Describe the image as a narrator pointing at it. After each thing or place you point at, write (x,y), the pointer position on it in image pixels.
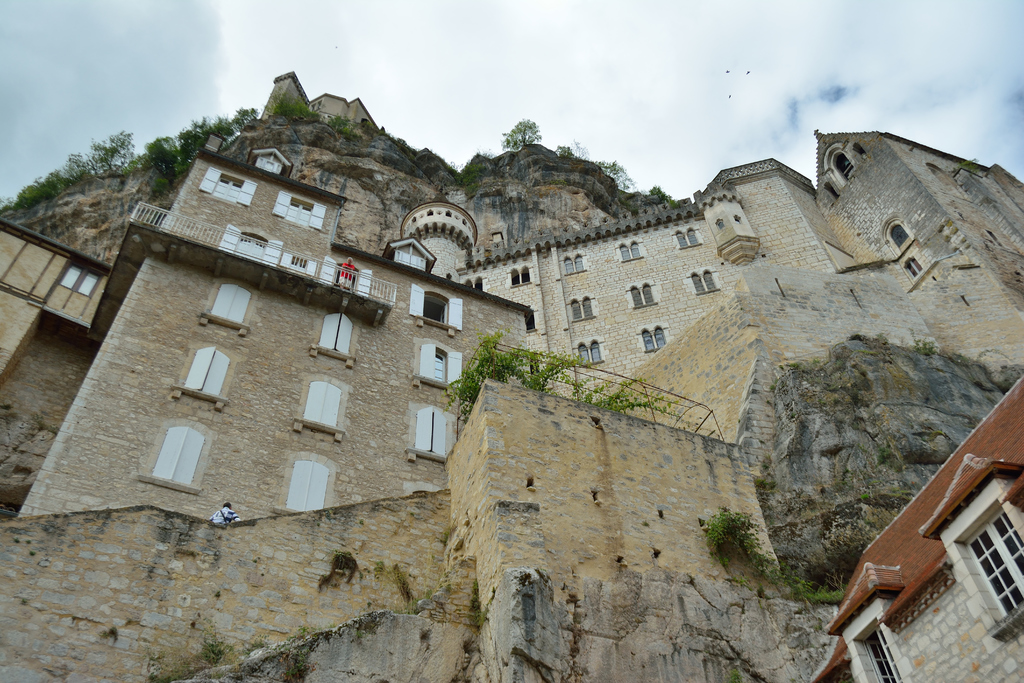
In the foreground of this picture (621,381), there are buildings (169,301), hill (418,179), trees (563,154), sky (516,103) and the cloud (483,26).
